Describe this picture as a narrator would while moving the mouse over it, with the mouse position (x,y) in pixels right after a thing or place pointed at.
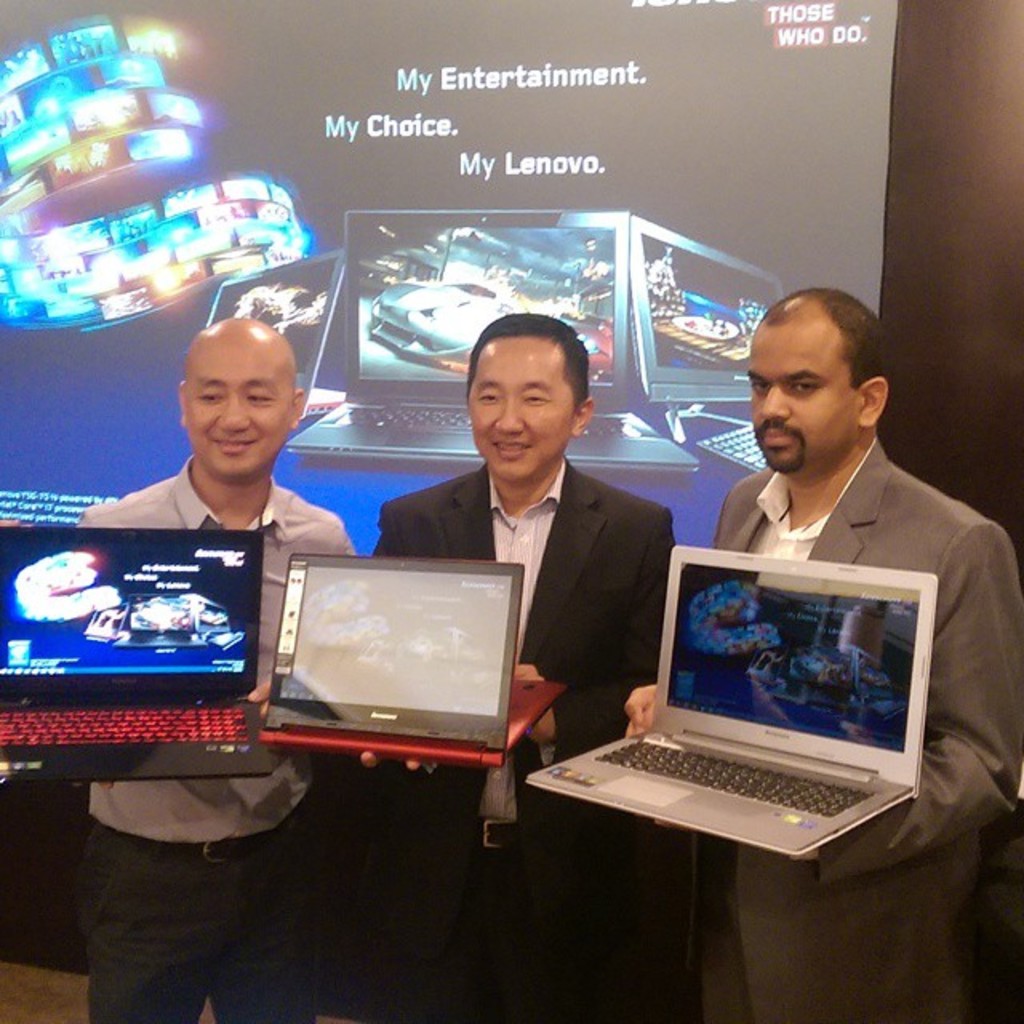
In this image I can see three people (492,409) wearing the different color dresses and holding the laptops (338,695). In the background (290,184) I can see the screen (609,242).
